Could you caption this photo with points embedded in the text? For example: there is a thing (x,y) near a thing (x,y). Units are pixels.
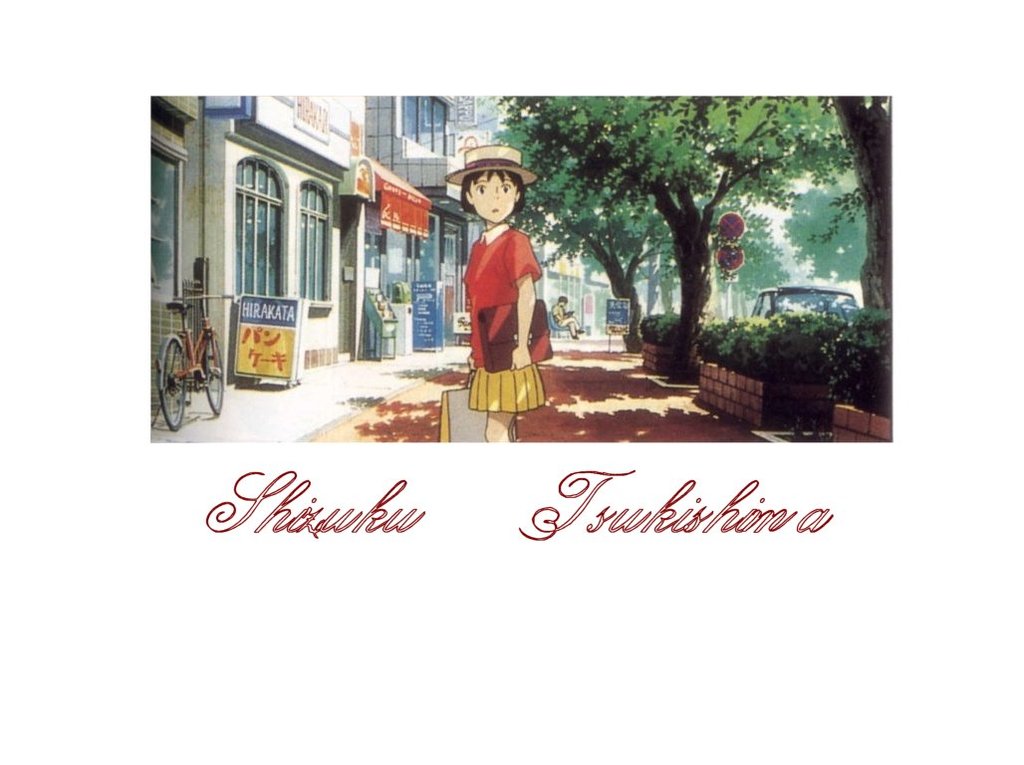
In this picture we see the poster (396,646) of an anime with something written on it. Here we can see a girl (467,170) standing on a road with trees (559,243) and houses (286,189) on either side.
